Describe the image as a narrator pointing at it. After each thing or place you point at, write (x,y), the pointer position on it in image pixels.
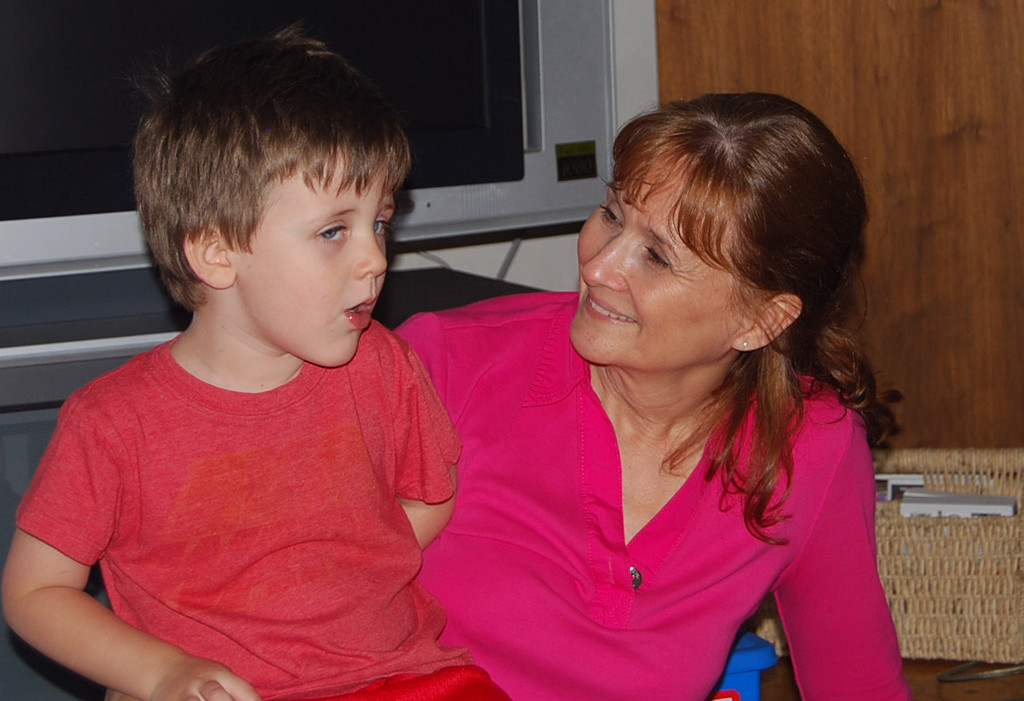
In this picture we can see a mother (570,453) wearing pink color t-shirt (550,567), sitting in the front (213,349) with small boy (281,461) wearing a red t-shirt (322,538), looking him and smiling. Behind there is a television (443,114), wooden panel wall (878,122) and jute basket (960,584).
